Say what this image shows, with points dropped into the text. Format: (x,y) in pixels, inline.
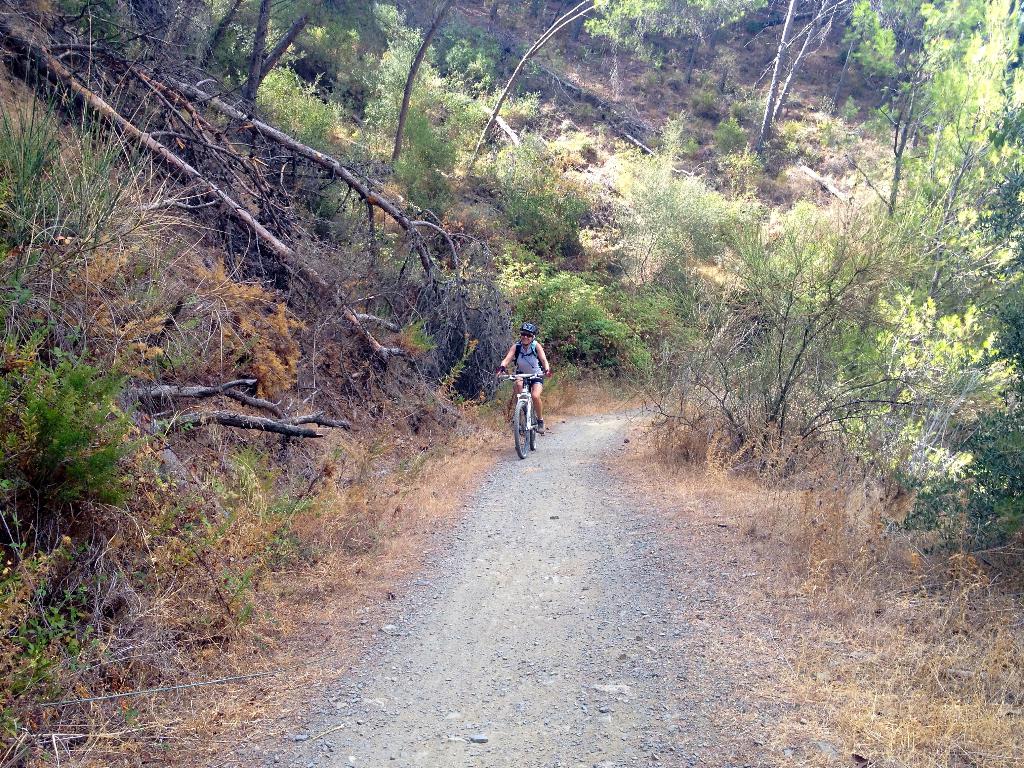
In this image I can see the road (721,725), a person (528,339) riding a bicycle (537,373) on the road (569,541), few trees (511,332) which are green, brown and black in color on both sides of the road (558,558) and In the background (575,213) I can see a mountain (610,90).
